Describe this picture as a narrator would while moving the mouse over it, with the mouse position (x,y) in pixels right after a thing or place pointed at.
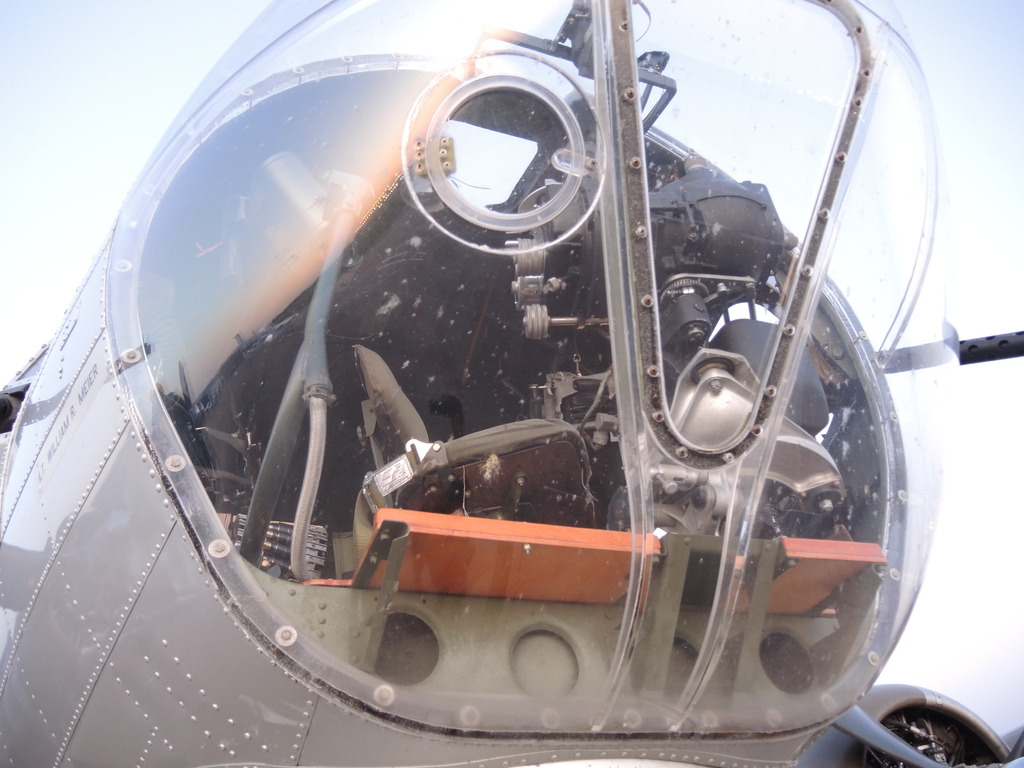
In the picture we can see a part of aircraft (746,736) with some part metal (91,285) and some part is with glass (854,208) and inside it we can see some equipment (837,570) and beside it we can see an engine (932,709) and behind it we can see a sky (958,161).
